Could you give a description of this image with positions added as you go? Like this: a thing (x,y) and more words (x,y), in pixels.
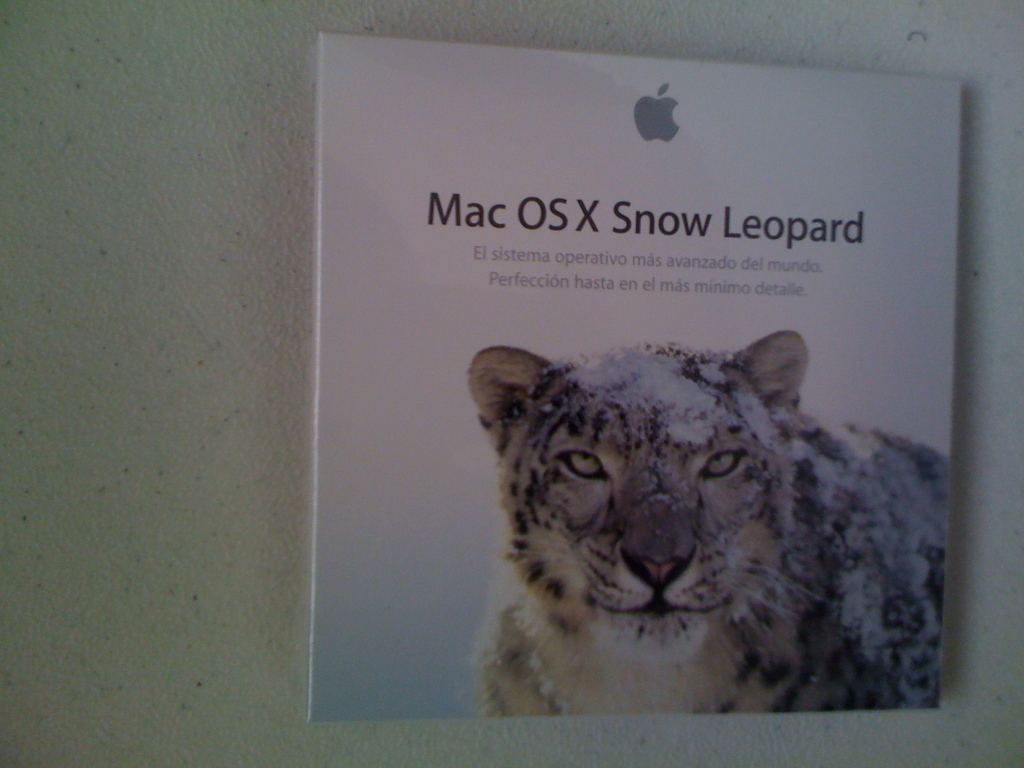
In this image we can see an object (784,363). We can see some text (644,286) and an animal (702,563) printed on an object (752,583). There is a wall (196,457) in the image.
